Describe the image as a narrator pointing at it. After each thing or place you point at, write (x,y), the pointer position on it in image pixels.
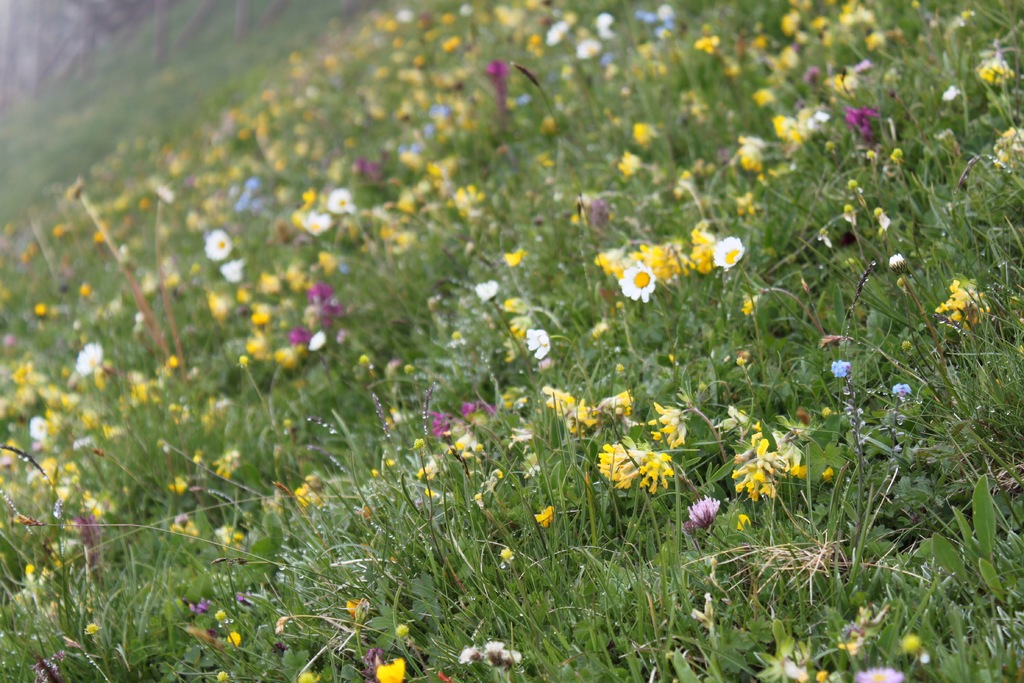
In the picture we can see flowers (513,324) present to the plants (287,561).
